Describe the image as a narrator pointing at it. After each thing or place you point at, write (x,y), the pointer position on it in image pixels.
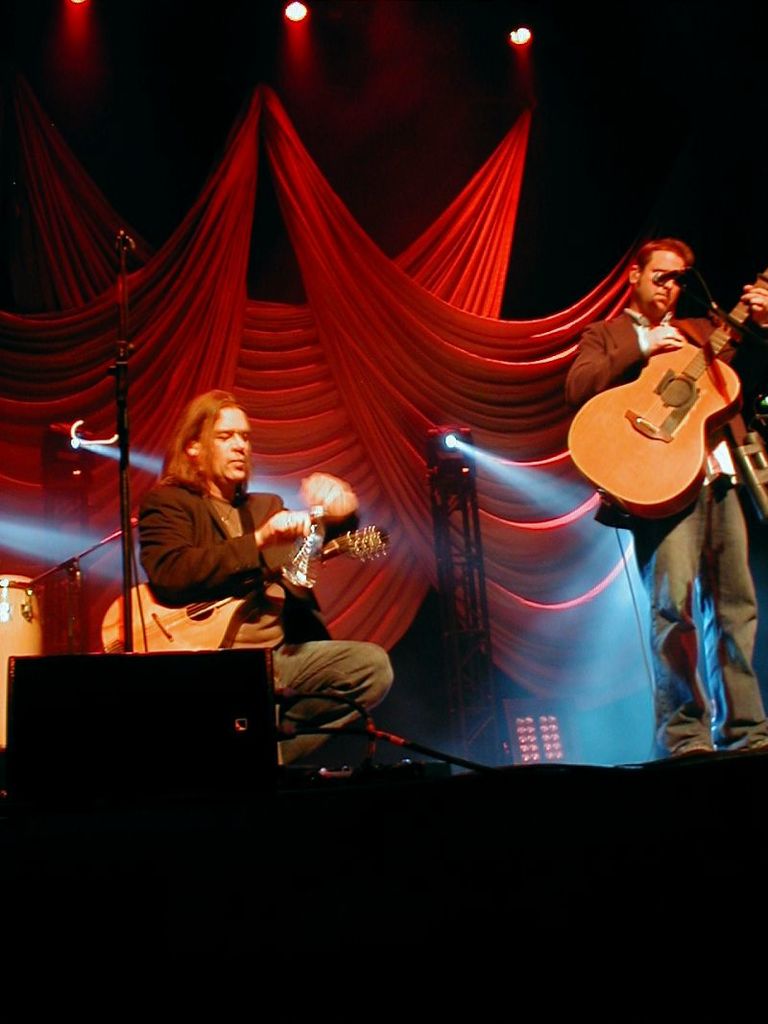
on the stage (554,844) 2 people (315,600) are present, they are holding guitars (646,424) in their hands (312,520). the person (226,569) at the left (238,535) is sitting and holding a water bottle (315,544). the person (632,272) at the right (639,312) is standing. there is a microphone (691,271) present in front of him. at the back (416,264) there are red curtains (438,308) and lights (453,438). at the left (19,608) there are drums (19,608).
